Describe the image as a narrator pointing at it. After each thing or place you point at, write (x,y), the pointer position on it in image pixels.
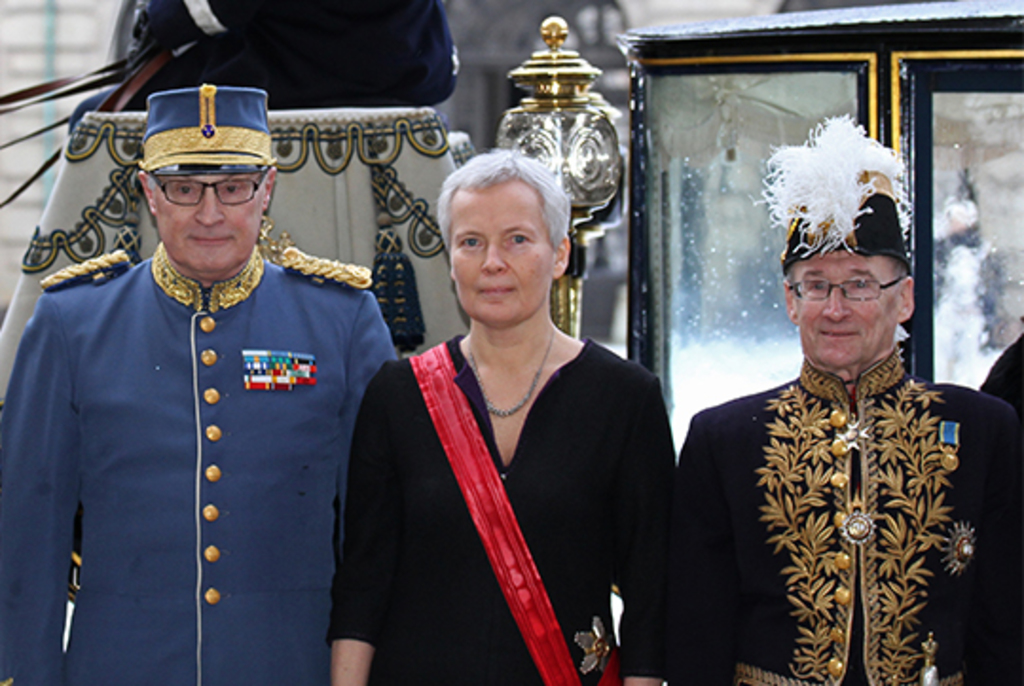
In this picture there are three people (426,390) standing. At the back (702,364) there are objects (442,308) and there might be a building (469,70).
